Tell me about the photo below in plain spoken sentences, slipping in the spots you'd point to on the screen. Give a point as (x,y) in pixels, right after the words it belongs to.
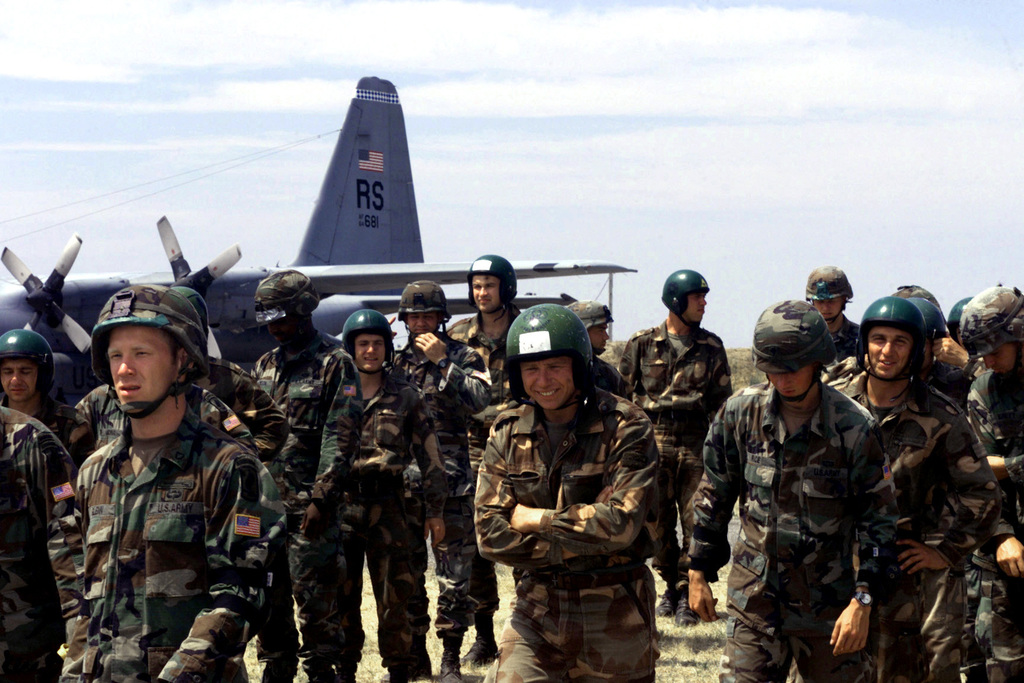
In this picture I can see few people (594,497) standing and they are wearing helmets (135,296) on their heads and I can see a propeller plane (342,283) and a blue cloudy sky (584,171).
